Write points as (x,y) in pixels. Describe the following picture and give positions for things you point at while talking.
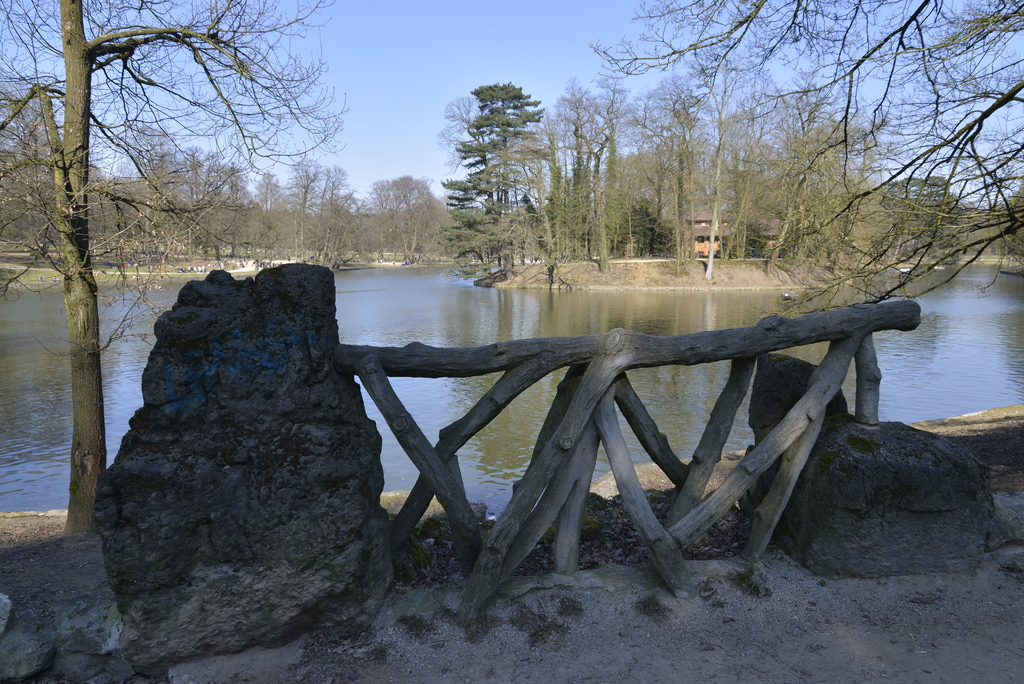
In the picture I can see stones (841,503), wooden logs (797,477), in the background of the picture (707,363) there is water (559,311), there are some trees (544,129) and clear sky (548,102).
